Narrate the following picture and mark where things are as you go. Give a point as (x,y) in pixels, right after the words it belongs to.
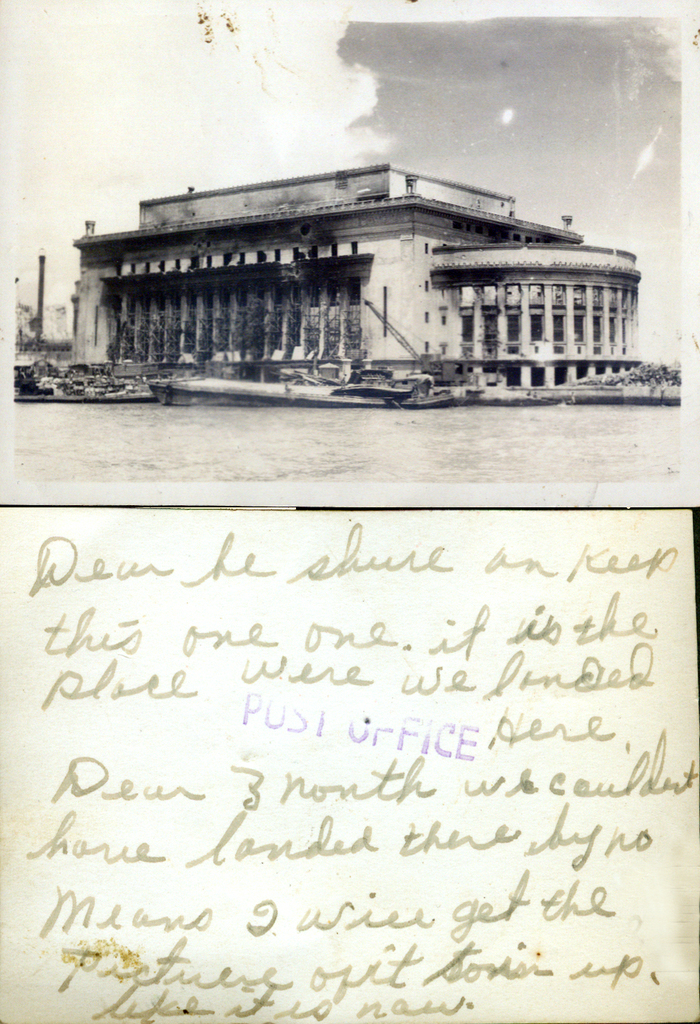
In this image I can see a collage picture in which I can see the water (295,424), few boats (433,388) on the water (524,406), a building (281,275) and the sky (292,94). In the other picture I can see something is written on the paper (372,736).
